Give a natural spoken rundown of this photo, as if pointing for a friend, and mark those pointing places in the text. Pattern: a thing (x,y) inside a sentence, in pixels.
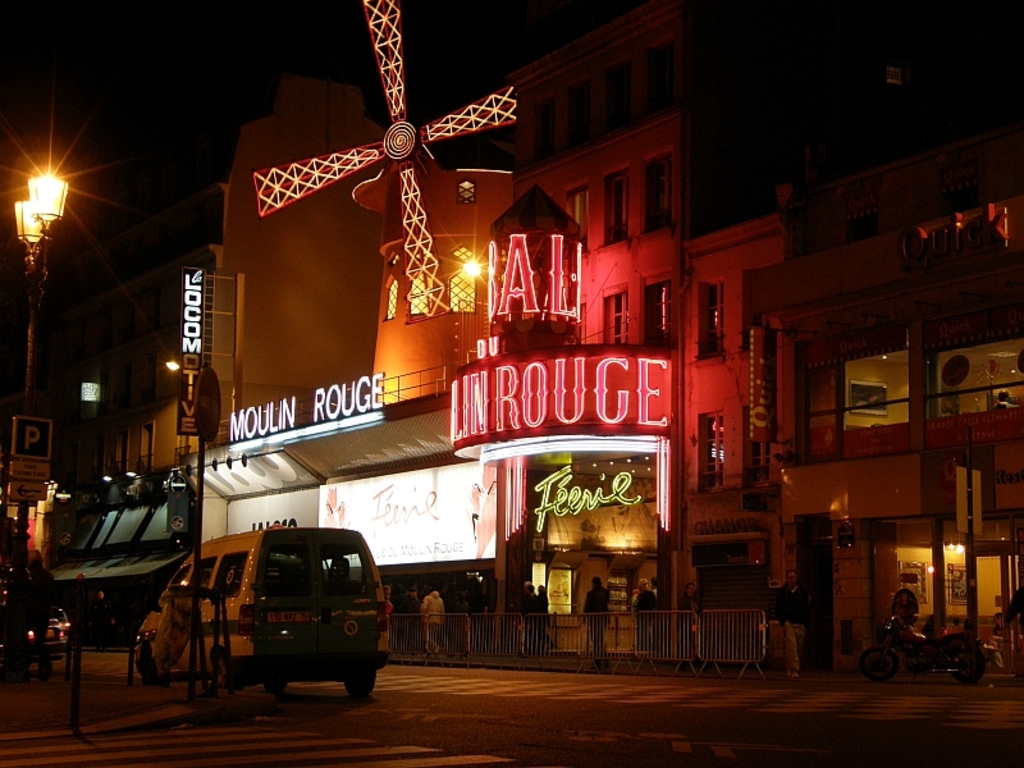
In this image, we can see a building (527,323). There are some persons (641,588) beside barricades (480,635). There is a vehicle (280,636) in the bottom left of the image (277,617). There is a light (36,191) on the left side of the image (33,363). There is a fan (390,44) at the top of the image (346,163).
